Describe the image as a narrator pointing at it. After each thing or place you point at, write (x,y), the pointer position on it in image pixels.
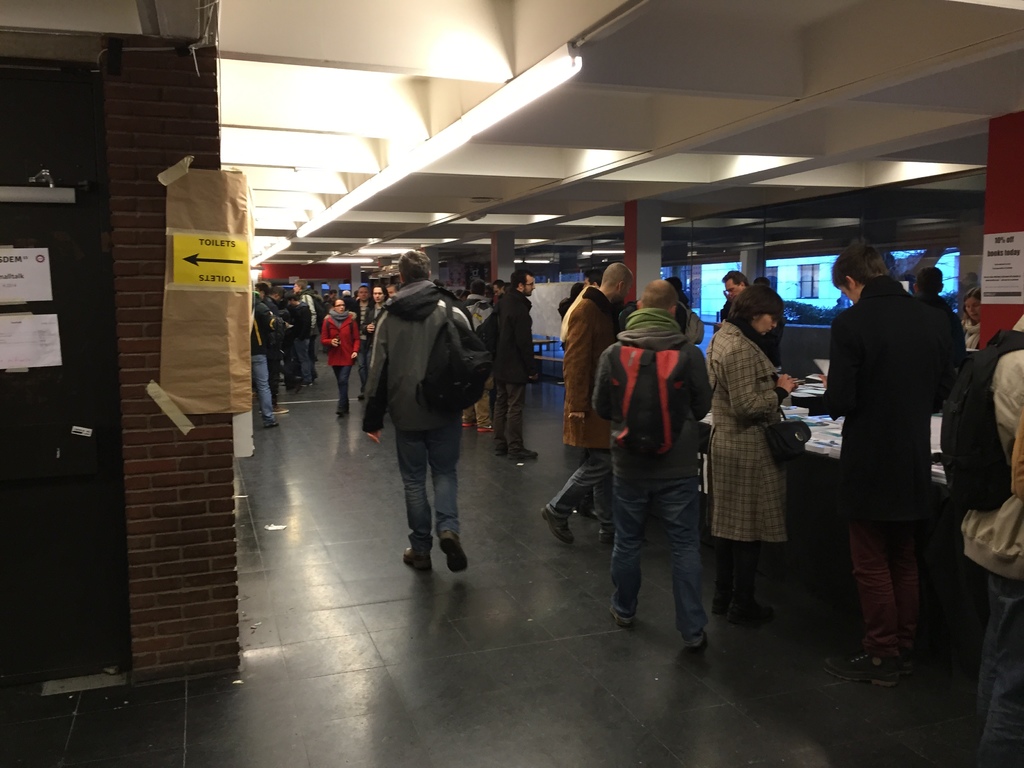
This is an inside view. On the right side (922,430) there are few people (683,466) standing around a table (819,462) on which I can see some papers (813,425). In the background (492,312), I can see a crowd of people (496,328) and few pillars (509,255). Few people (360,323) are walking on the floor (316,415) and few people (509,316) are standing. On the left side (98,328) there is a wall (137,575) on which I can see few posters (37,282) are attached. At the top (451,132) there are few lights (434,140). In the background (782,276) there is a glass (797,279) through which we can see the outside view. In the outside there is a building (714,270).
